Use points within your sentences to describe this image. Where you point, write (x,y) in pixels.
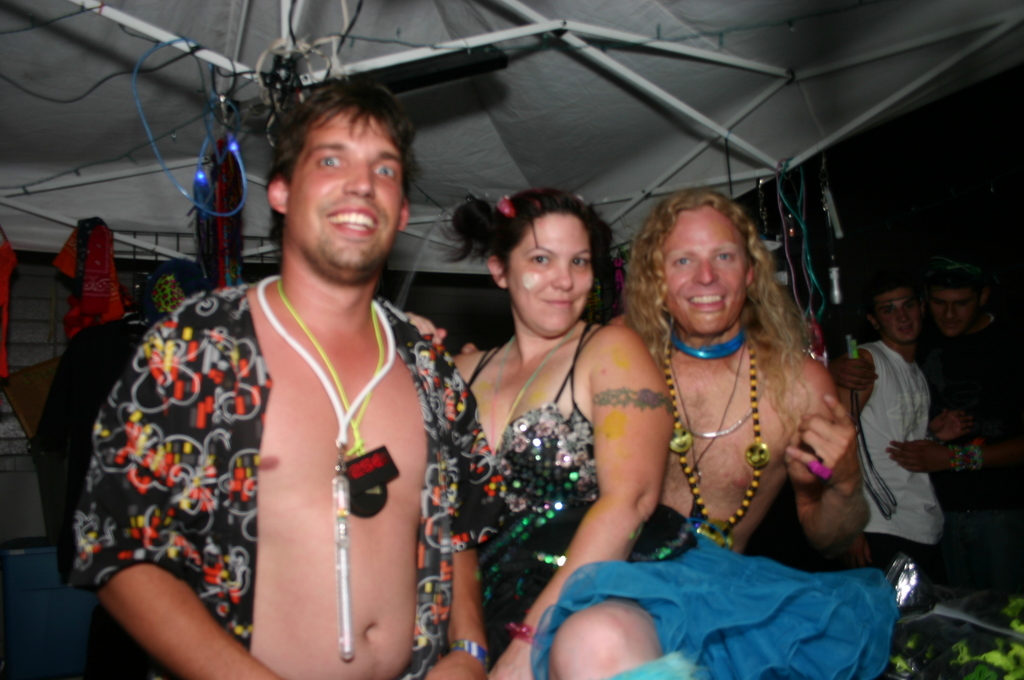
In this picture we can see few people (373,545) and they are smiling and in the background (1,184) we can see a tent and few objects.
